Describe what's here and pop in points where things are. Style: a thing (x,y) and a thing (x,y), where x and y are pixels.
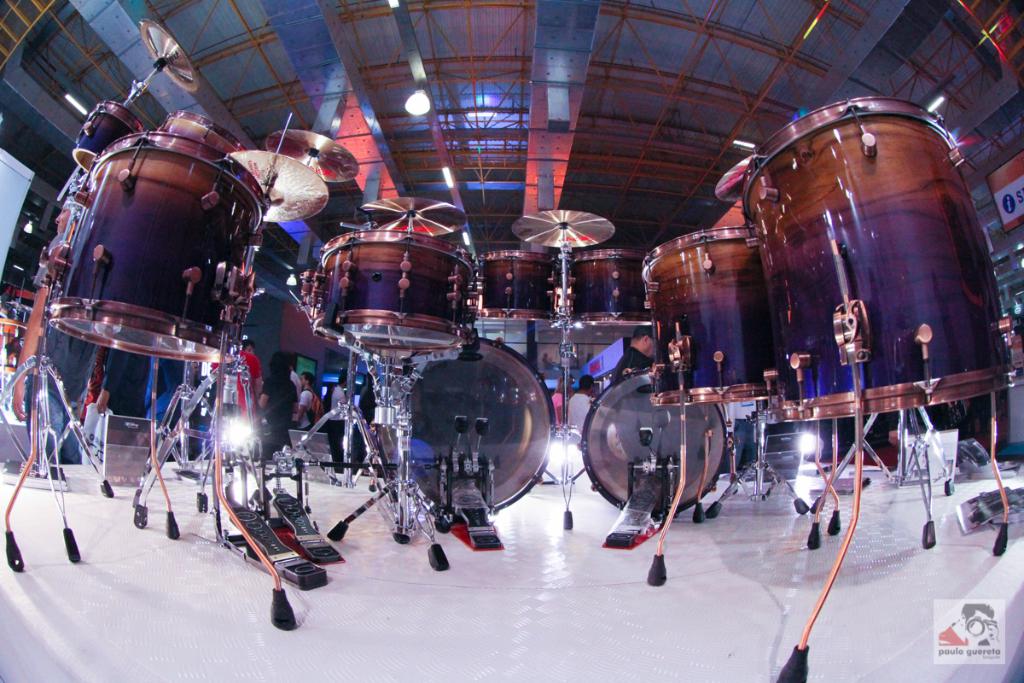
In this image I can see many drum-sets (457,525) and few objects (985,513) on the white color surface (348,668). In the background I can see few people (284,426) and many boards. I can see these people (271,435) with different color dresses (268,449). I can see the lights (408,107) at the top (419,97).
